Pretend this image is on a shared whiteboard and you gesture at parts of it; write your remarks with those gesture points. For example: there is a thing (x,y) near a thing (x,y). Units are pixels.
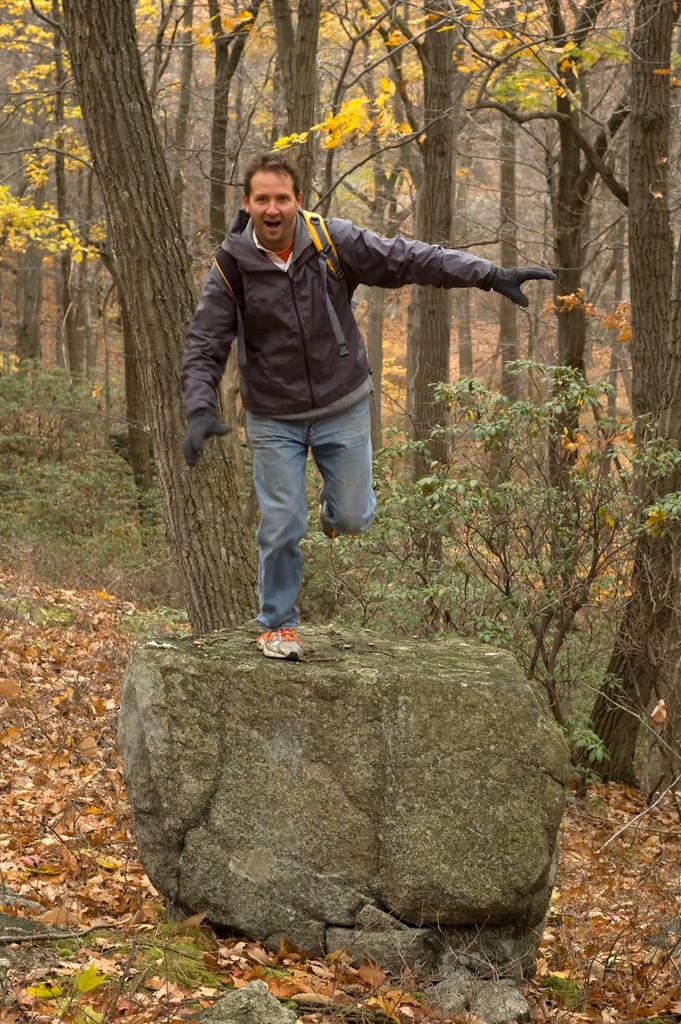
In this picture there is a man (320,416) in motion and we can see rock (188,806) and leaves (550,1020). In the background of the image (469,325) we can see plants (5,459) and trees (419,182).
